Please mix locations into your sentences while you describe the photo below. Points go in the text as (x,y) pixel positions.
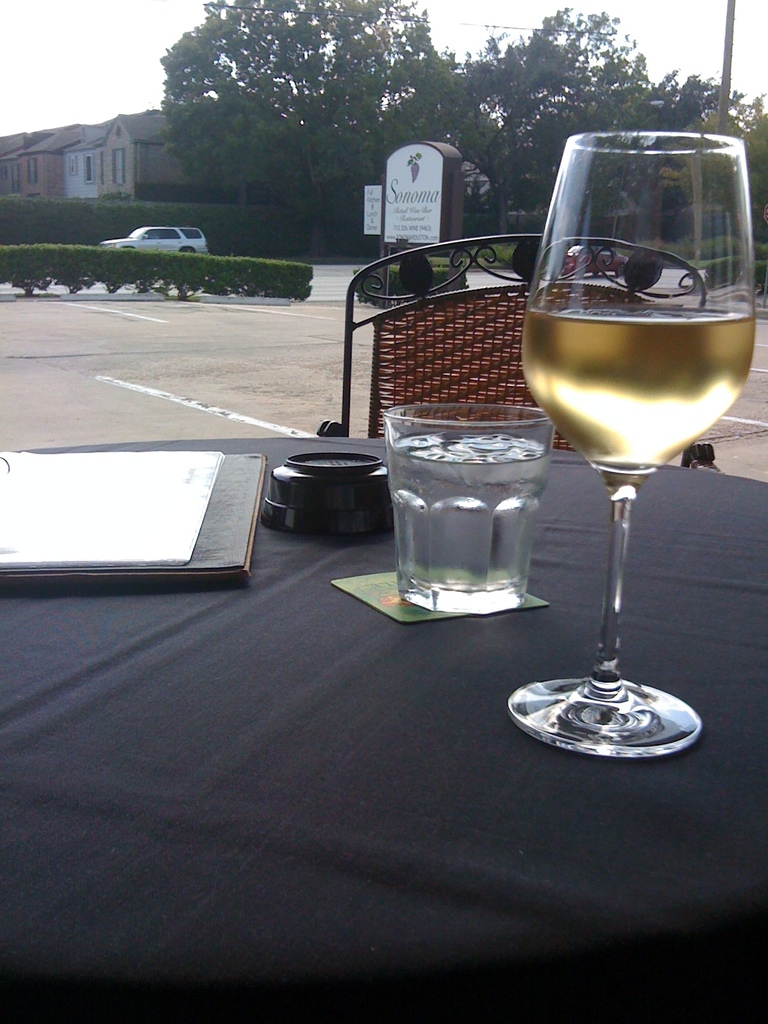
This picture shows a wine glass (573,432) and a glass (531,441) on the table (660,881) and we see a chair (535,250) and few houses (158,182) and couple of trees (509,50) and a car (200,244) moving on the road (350,275).
